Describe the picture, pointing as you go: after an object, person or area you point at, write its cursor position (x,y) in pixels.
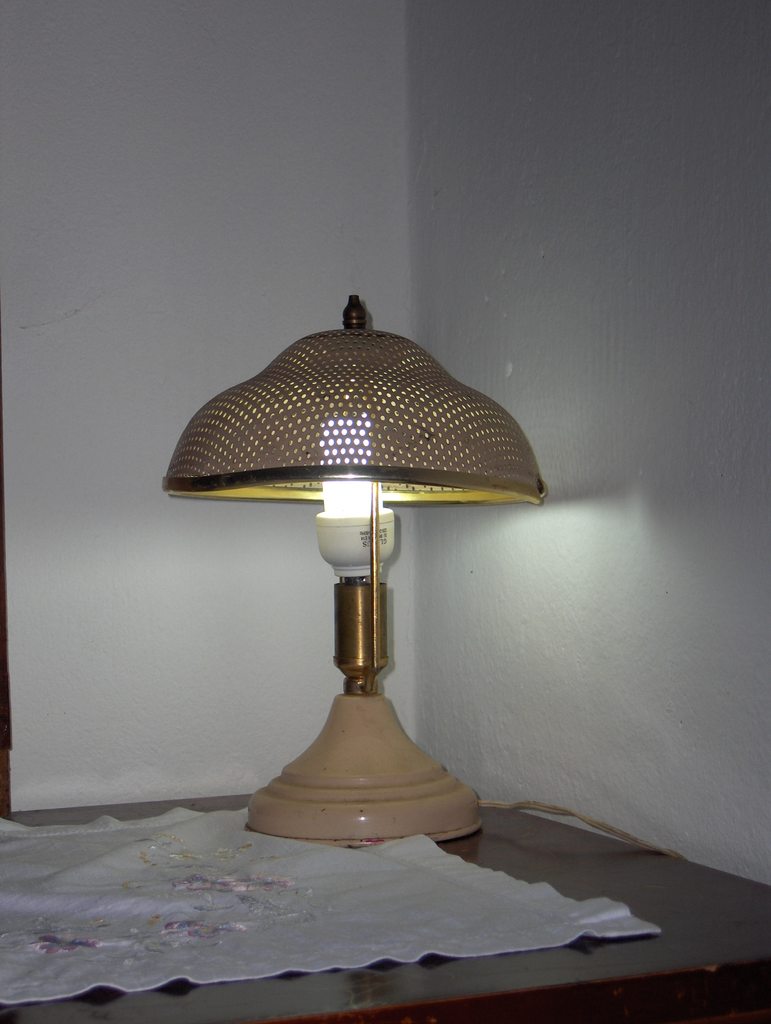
In this picture we can see cloth (376,853) and lamp (469,830) on the table (505,1006). In the background of the image (576,197) we can see wall (502,238).
